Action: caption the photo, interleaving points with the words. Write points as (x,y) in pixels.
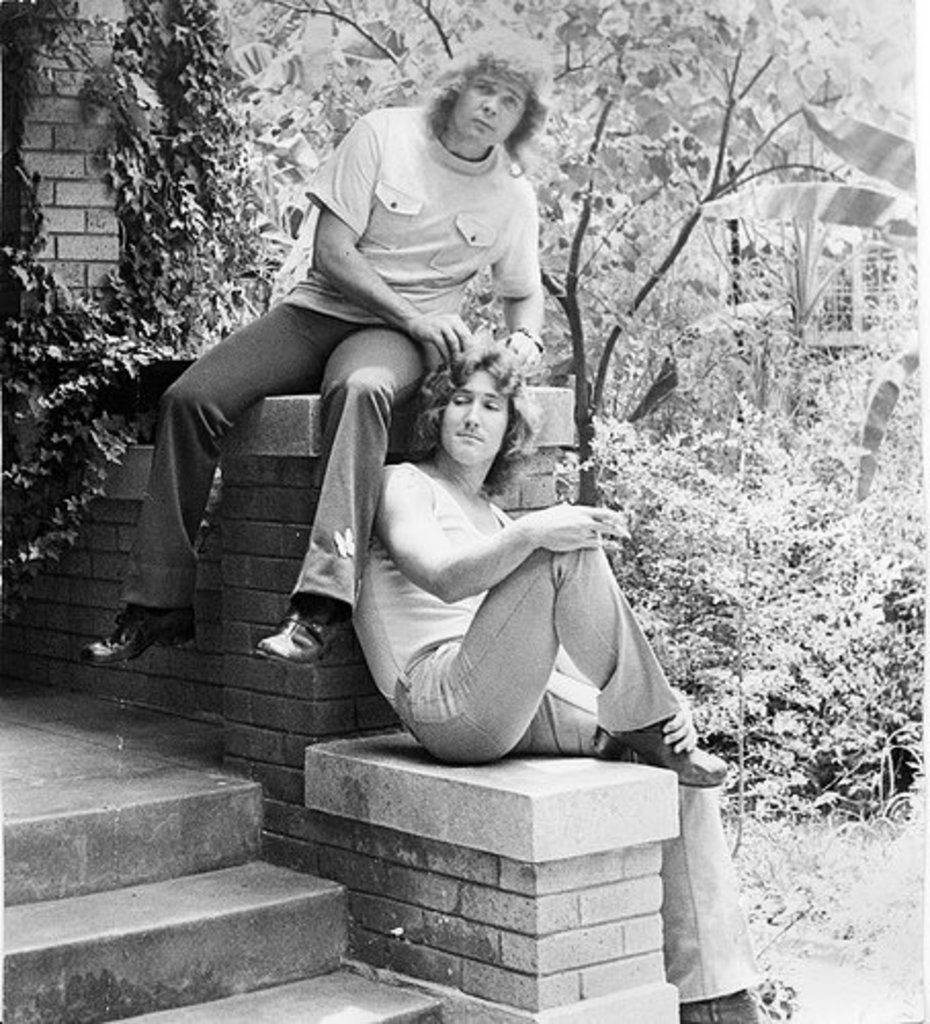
In this image we can see two men (464,674) sitting. Here we can see the staircase (150,899) on the bottom left side (198,969). In the background (774,594), we can see the trees (685,290).
